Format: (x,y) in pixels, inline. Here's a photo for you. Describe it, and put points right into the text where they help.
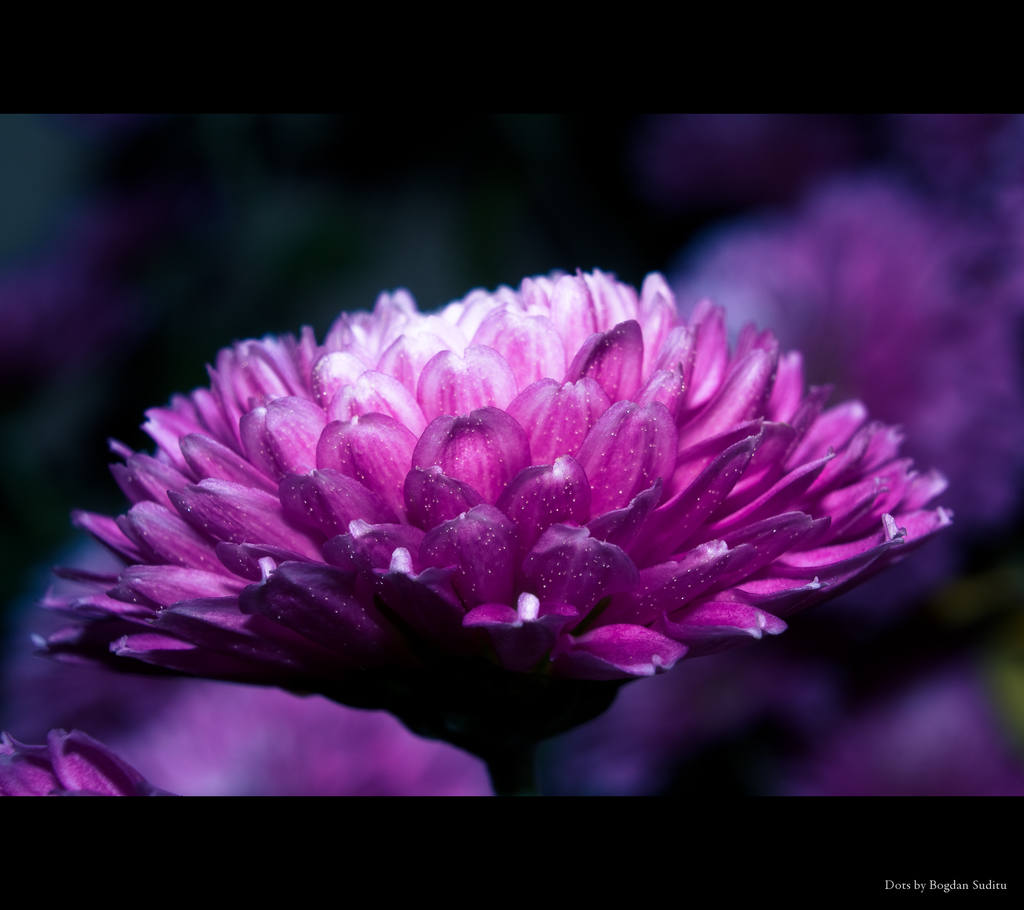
In this image we can see flower (657,412). Background (923,329) it is blur. Bottom of the image (949,891) there is a watermark (901,887).
